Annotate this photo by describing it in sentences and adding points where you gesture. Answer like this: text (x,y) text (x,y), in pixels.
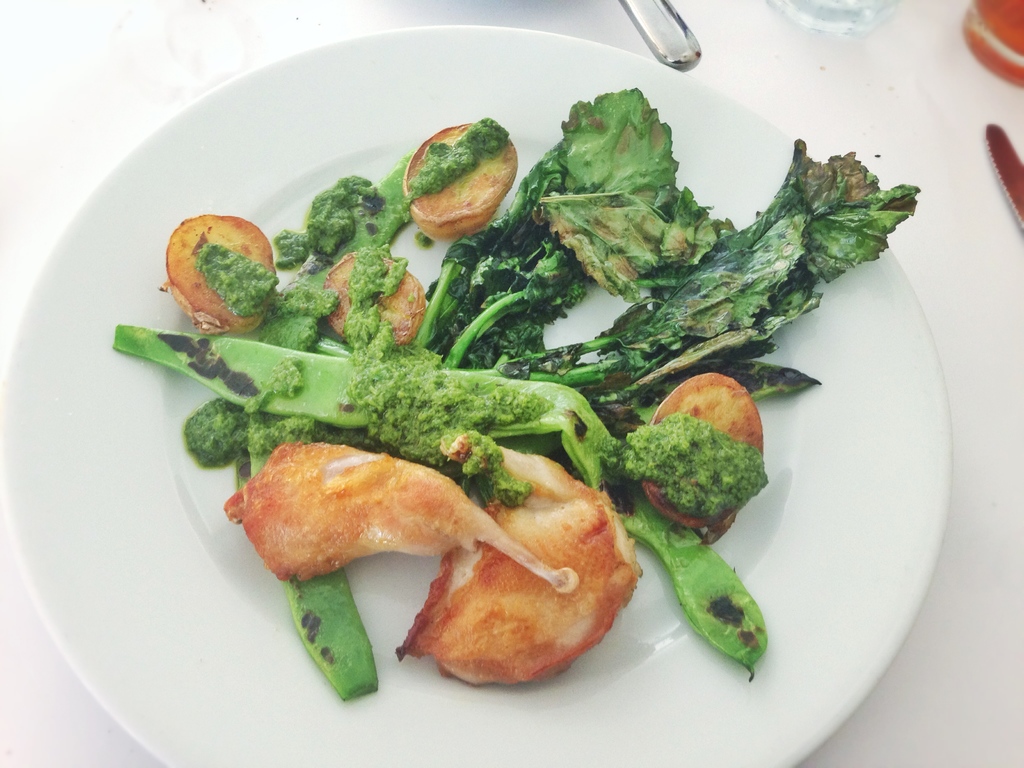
In a plate (613,67) we can see food (490,590). Here we can see objects (989,49) on a white surface (861,79).
